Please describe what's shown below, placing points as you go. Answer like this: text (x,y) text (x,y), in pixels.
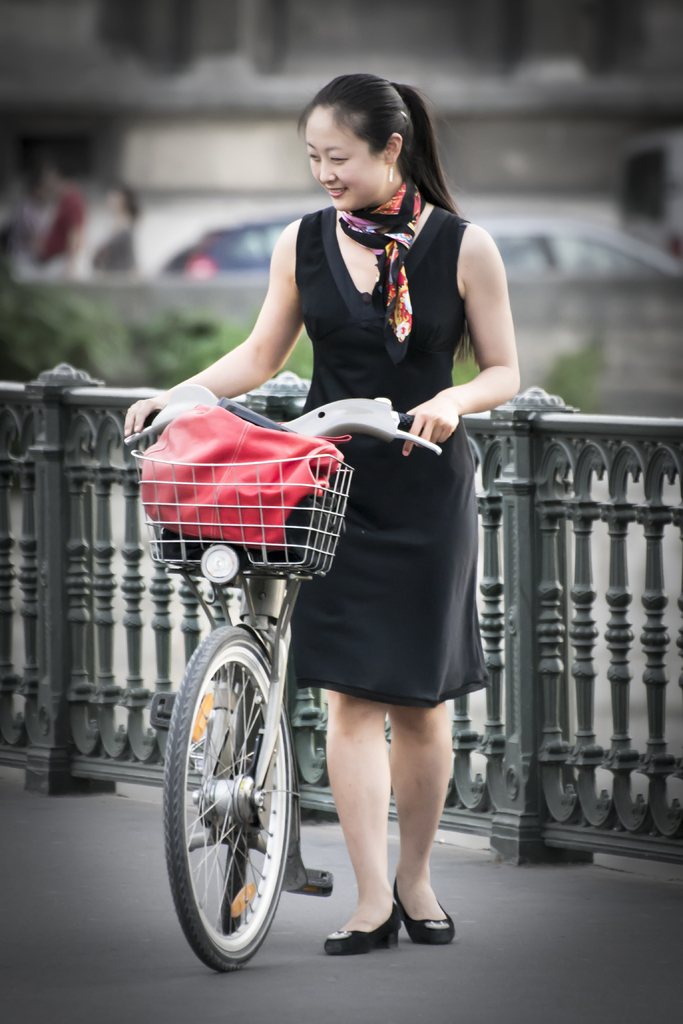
In this image we can see there is a girl (383,538) wearing black dress (390,389) is holding a handle (375,428) of a bicycle (247,780) is standing on the road (46,908), beside the girl (371,361) there is a railing (540,598). The background (167,267) is blurred.
